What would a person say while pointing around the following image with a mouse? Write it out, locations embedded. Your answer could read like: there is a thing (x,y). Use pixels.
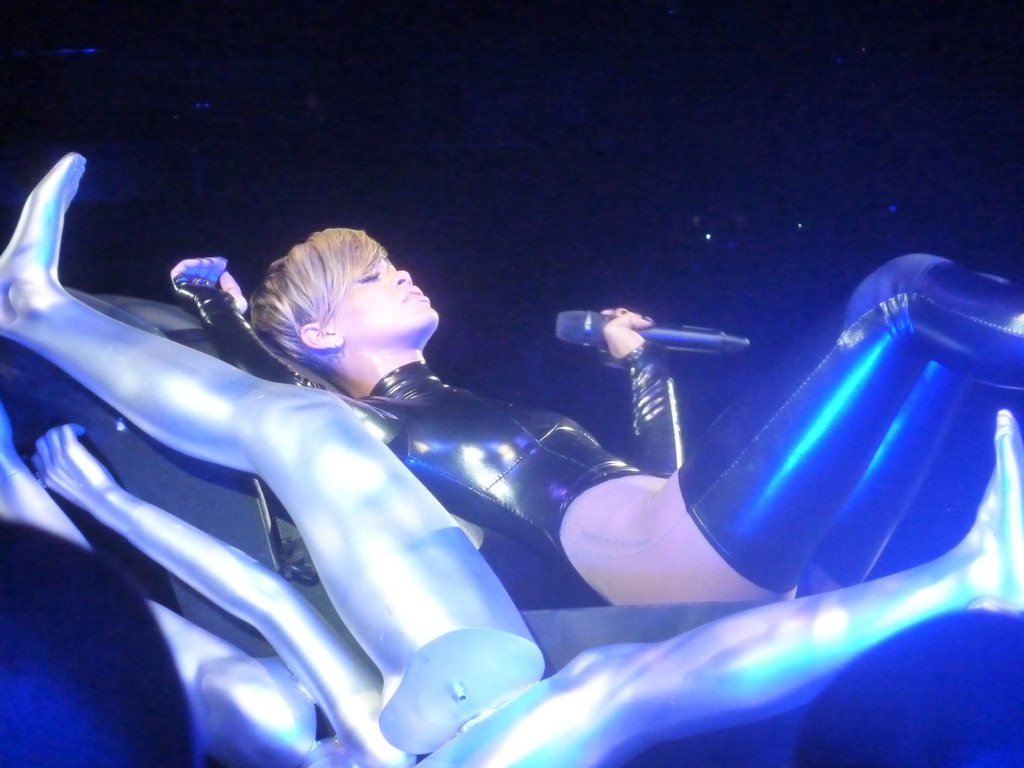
In this image we can see a person (548,459) lying on a surface (126,314) and holding a mic (680,343), beside the person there are some silver colored objects (366,539) which looks like human hands (122,506) and legs (543,730).
